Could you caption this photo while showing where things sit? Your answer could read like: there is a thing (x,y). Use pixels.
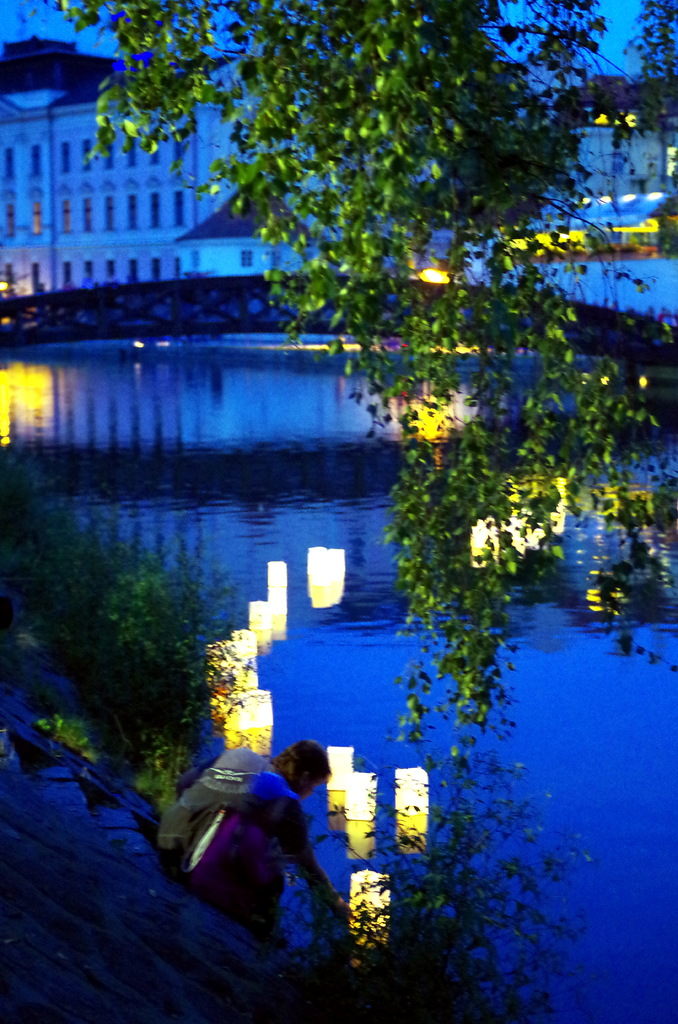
In front of the image there are trees (358,189). There is a person (292,859) sitting on the stairs (107,840). In front of her there are lamps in the water (420,632). There are plants (80,560). In the center of the image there is a bridge (446,335). In the background of the image (676,145) there are buildings (56,100), lights (638,198).
